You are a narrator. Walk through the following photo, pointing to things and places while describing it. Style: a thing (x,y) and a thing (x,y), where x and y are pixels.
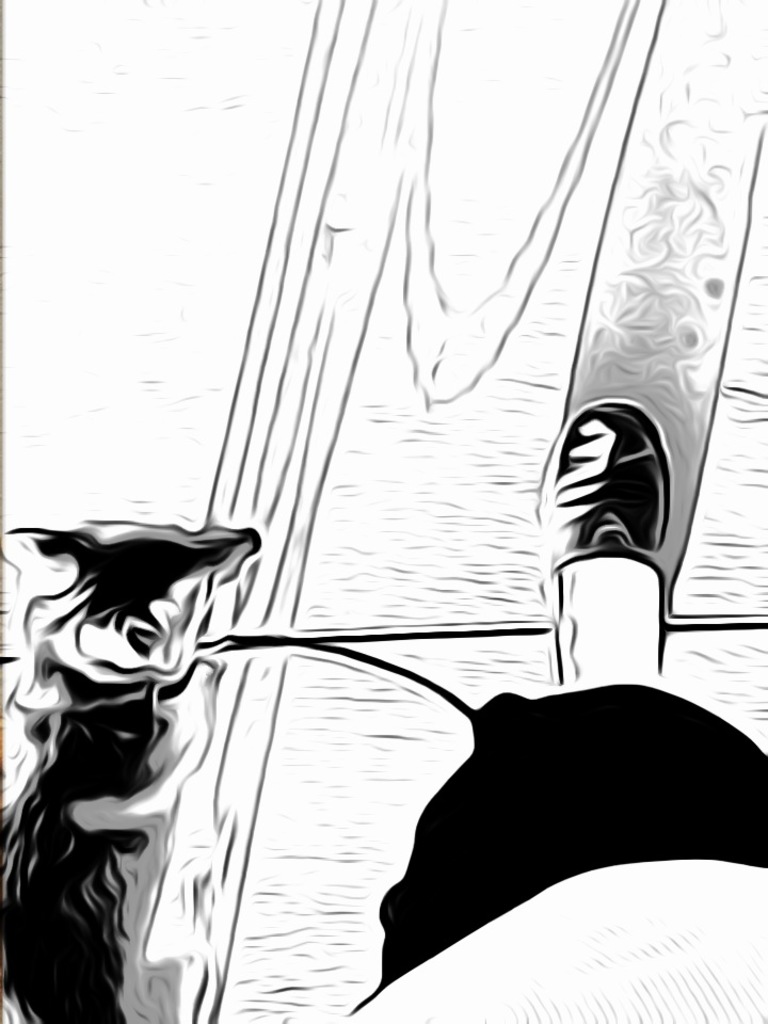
In the center of the image (399,585) we can see a drawing (328,733), in which we can see a leg (572,748) of a person (575,793) and a few other objects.
